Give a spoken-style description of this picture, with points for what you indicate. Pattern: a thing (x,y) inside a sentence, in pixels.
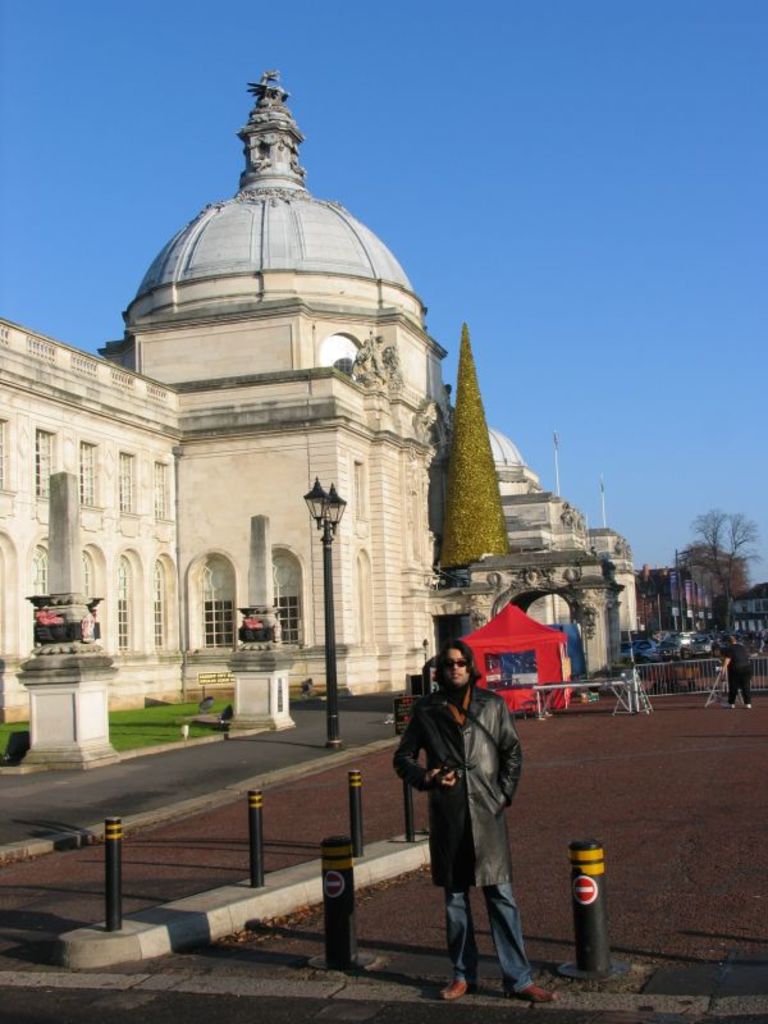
In this image, we can see a man (460,874) standing, we can see the road (16,961), there is a building (359,476) and we can see a dome (403,305). There are some trees (724,599), at the top (362,113) we can see the sky (362,113).
